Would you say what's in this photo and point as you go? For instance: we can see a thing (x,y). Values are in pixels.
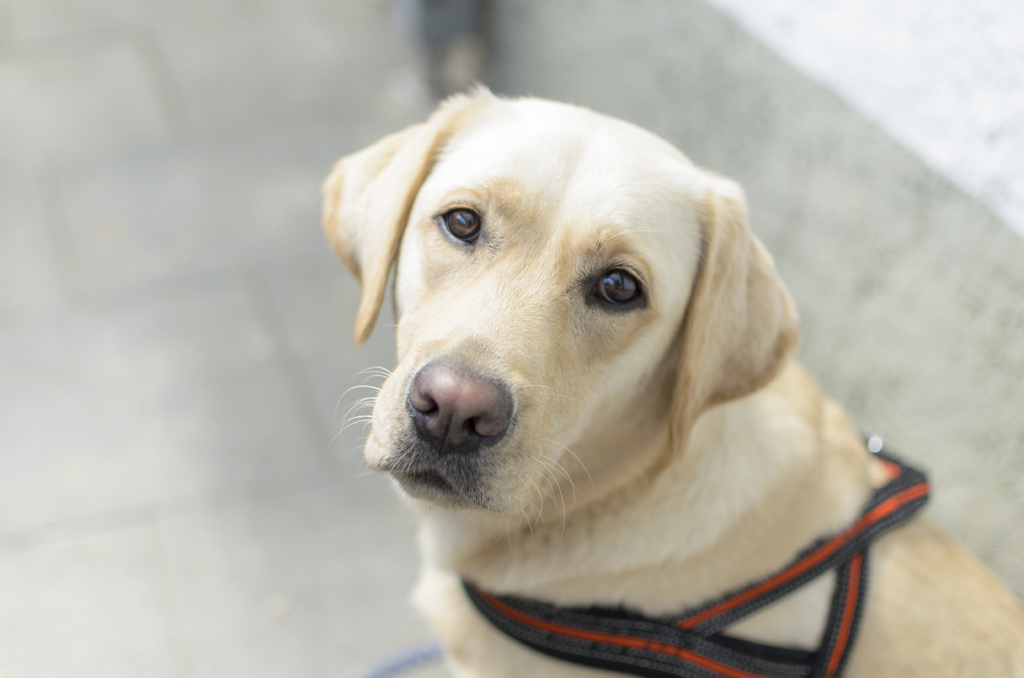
In this picture I can see there is a dog (709,548) and sitting here and it has cream color fur (803,539) and it has a belt (791,569) around its neck (571,549) and the backdrop (1018,80) is blurred.
